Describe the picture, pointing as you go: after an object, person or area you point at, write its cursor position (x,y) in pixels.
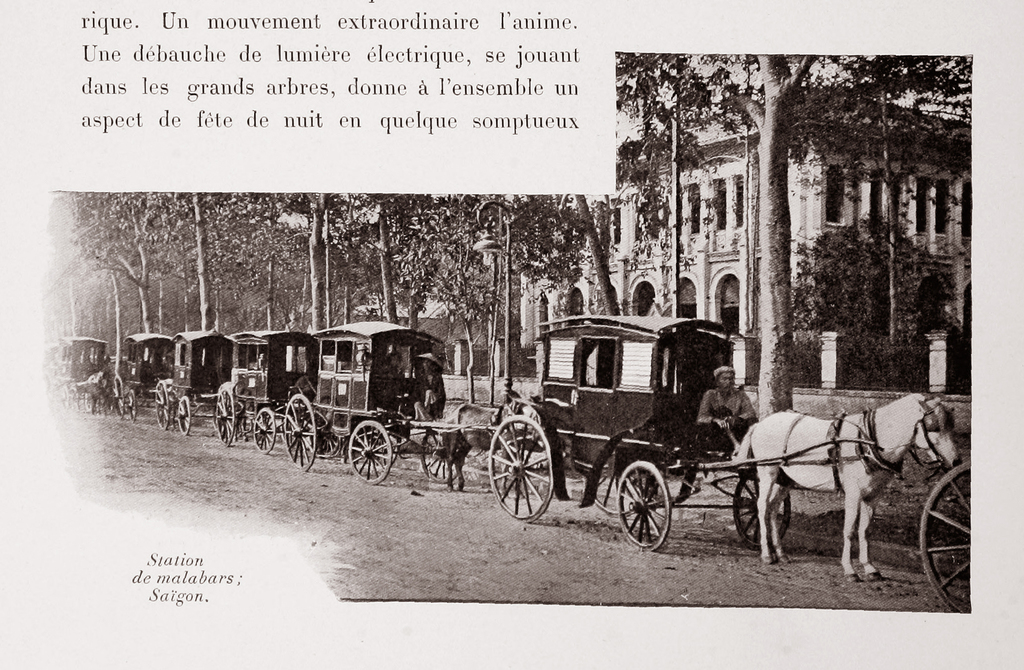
This is a black and white image as we can see there are some horse carts (487,415) on the road (263,470) in the bottom of this image (767,471) and there are some trees (474,289) in the background (484,331). There is a building (661,276) on the right side of this image (719,289). There is some text (311,116) written on the top of this image, and there is some text (200,554) written in the bottom of this image (215,580) as well.
